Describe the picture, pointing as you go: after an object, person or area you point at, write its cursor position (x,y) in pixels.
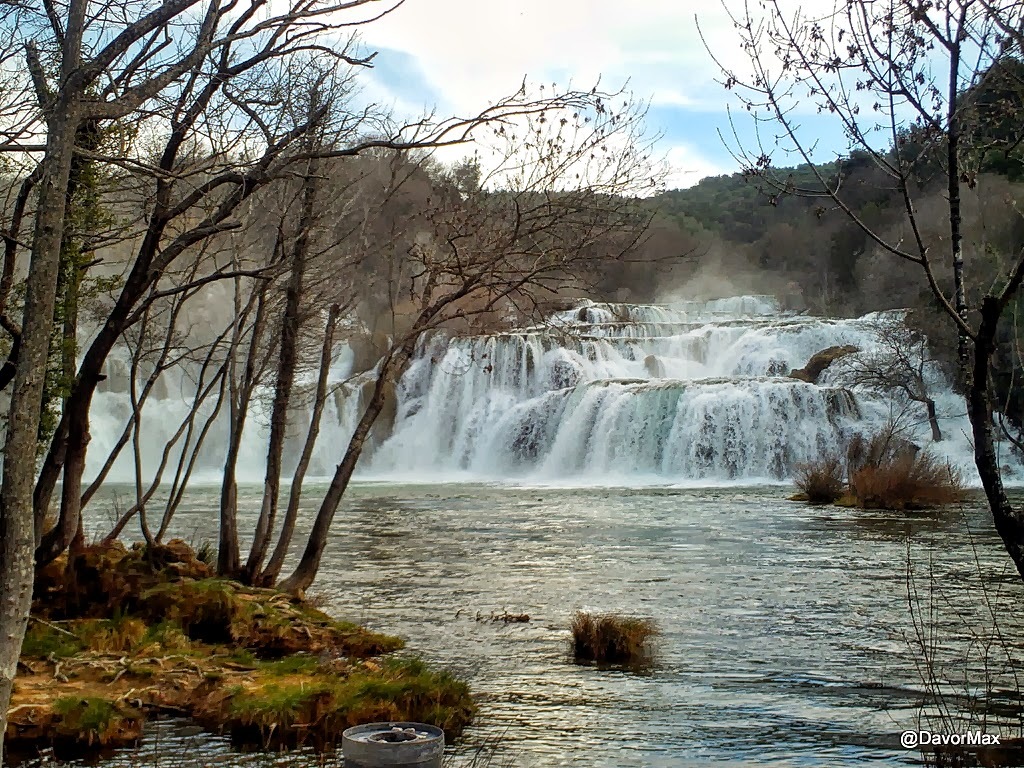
This is an outside view. At the bottom (633,599), I can see the water (678,594). On the right (955,162) and left side of the image (131,367) I can see the trees (40,303). In the middle of the image (552,410) I can see the waterfalls (620,356). In the background (595,236) there are many trees (742,208) and a hill (646,236). At the top of the image (593,77) I can see the sky (598,69) and clouds (570,44).
